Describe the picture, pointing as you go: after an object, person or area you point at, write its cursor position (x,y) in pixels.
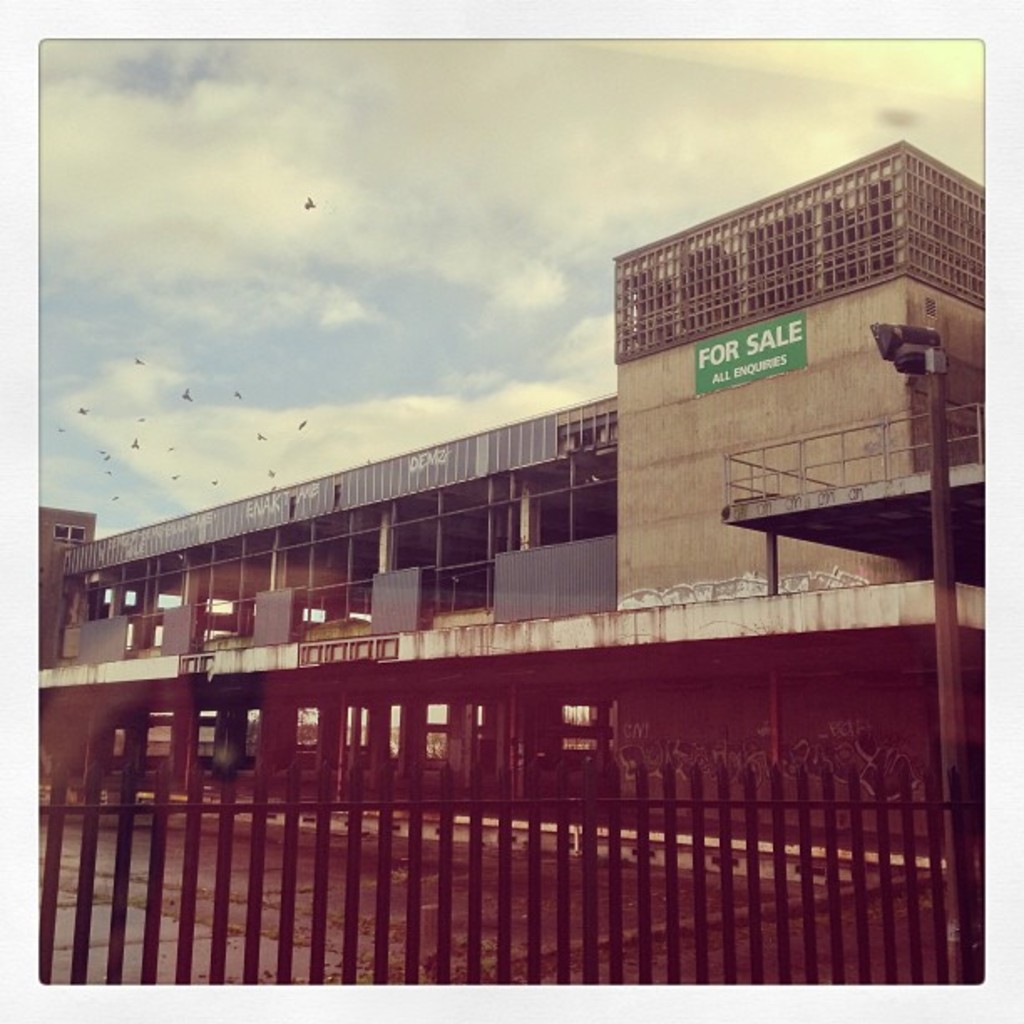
In this image in front (859,890) there is a metal fence (668,883). There is a pole (955,952). In the background of the image (455,600) there is a building (429,548). There are birds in the air (238,344). At the top of the image (561,171) there is sky (536,203).
